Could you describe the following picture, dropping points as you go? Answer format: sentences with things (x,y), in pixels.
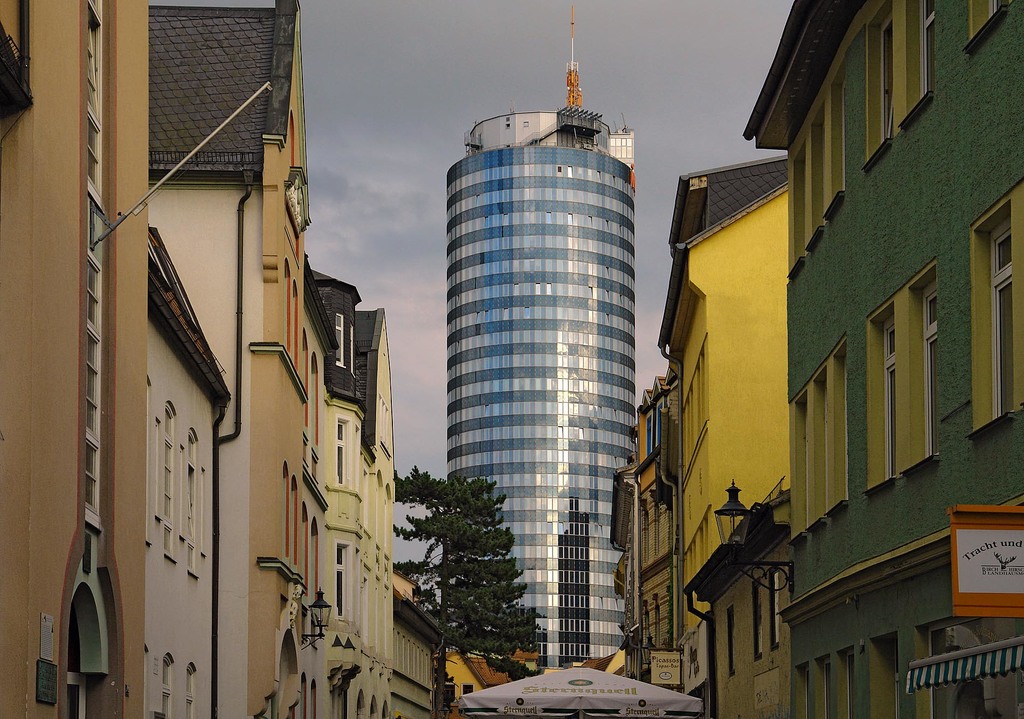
In this image we can see a few buildings (353,527), there are some windows (578,528), boards (43,653) and lights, also we can see a tree (430,496) and a tent (556,675), in the background (524,99), we can see the sky (393,100) with clouds (740,55).
